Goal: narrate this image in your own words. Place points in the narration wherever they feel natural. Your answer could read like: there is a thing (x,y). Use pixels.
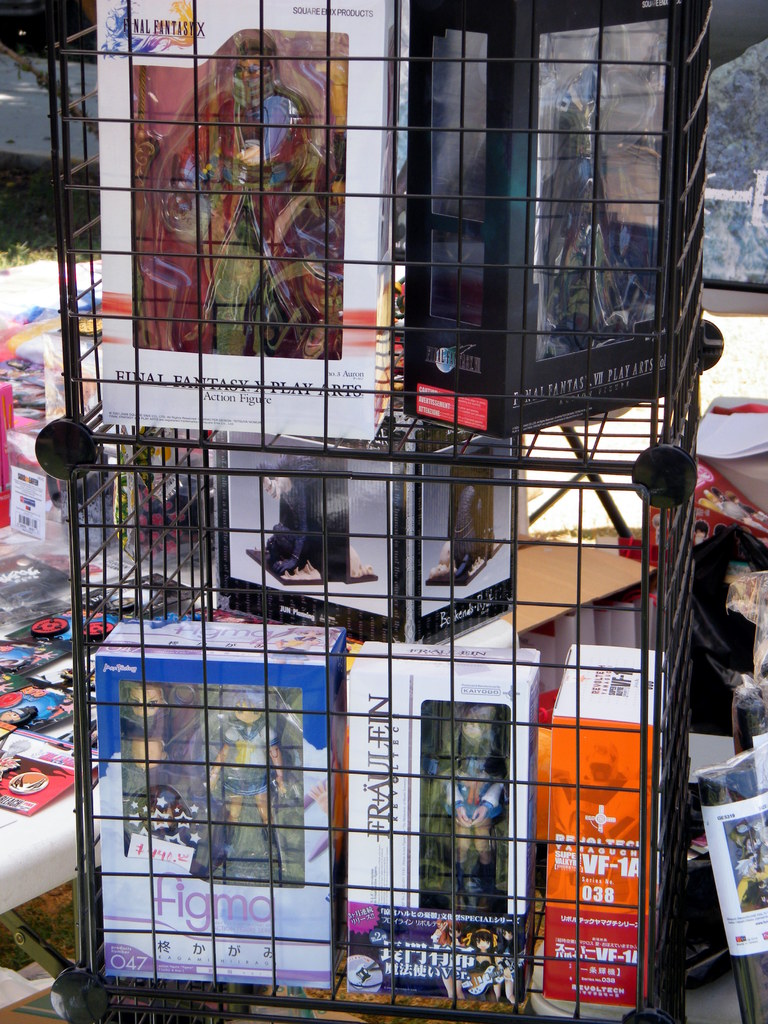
There are boxes (302,114), which are containing dolls (234,748) arranged on the shelves (485,711), near a table (36,843), on which, there are some objects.
